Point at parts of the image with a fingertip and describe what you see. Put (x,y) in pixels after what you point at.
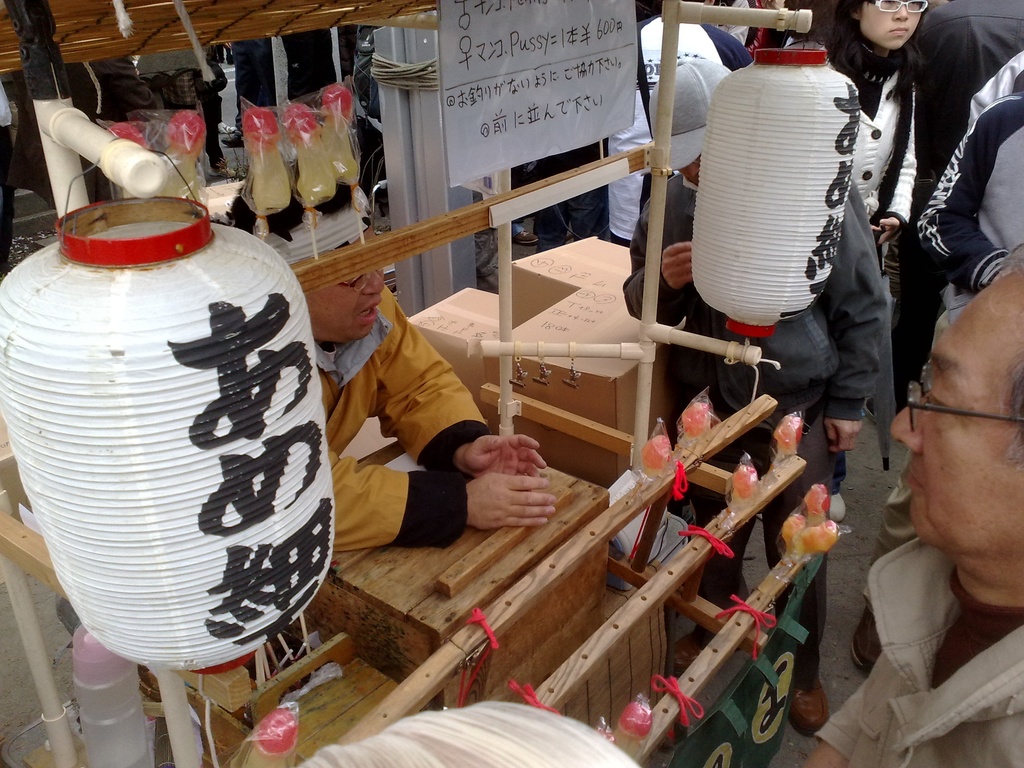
In this image we can see a few people (319,295) standing, there are some wooden objects (305,272) and also the other objects (235,305).
